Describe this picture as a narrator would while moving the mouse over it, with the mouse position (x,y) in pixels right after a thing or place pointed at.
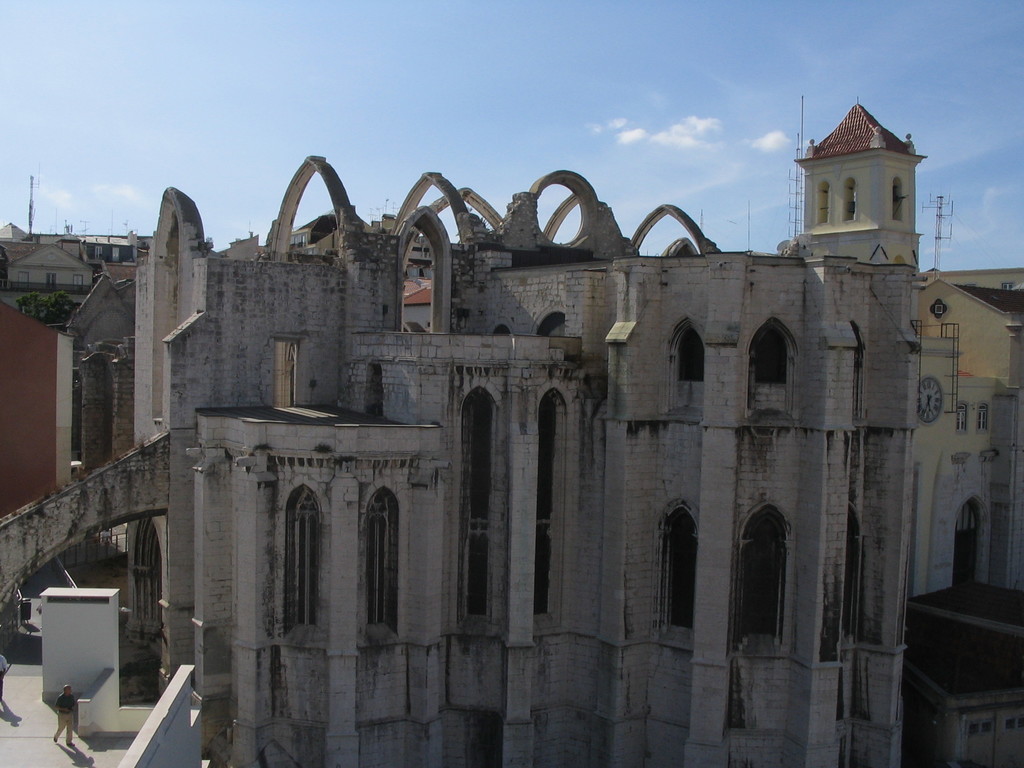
In this image we can see a group of buildings (760,435), a clock (928,416) on a wall (923,430), two people (67,730) on the road (46,740), poles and the sky (501,122) which looks cloudy.
